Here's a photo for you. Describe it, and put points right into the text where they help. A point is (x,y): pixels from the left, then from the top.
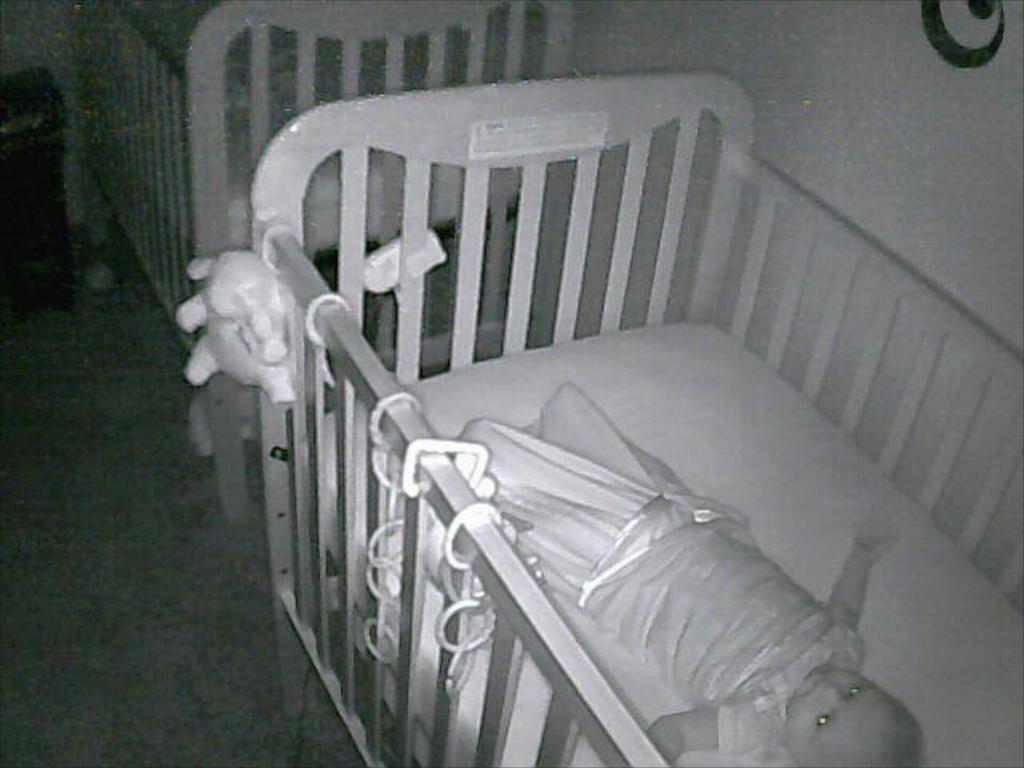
In this image I can see two babies bed (417,279) on the floor (126,349) and a baby (677,657) is lying on it. In the background (859,147) I can see a wall (17,19) and a table (50,199). This image is taken in a room (197,508).
